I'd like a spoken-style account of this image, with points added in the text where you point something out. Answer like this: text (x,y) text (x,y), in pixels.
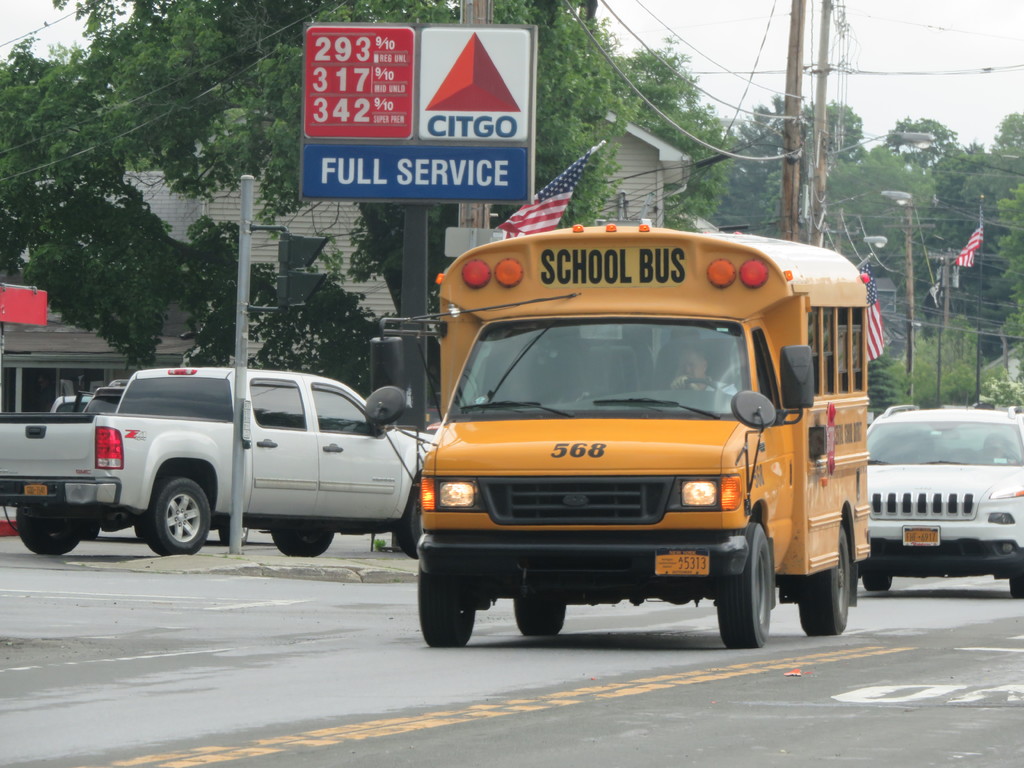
In this image we can see some vehicles (612,488) on the road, a person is driving a school bus (591,465), there is a sign board (449,150), we can see wires (743,73) and poles (826,174), there are some street lights (899,196) and traffic lights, buildings (264,257), and we can see the sky (722,98) and some trees (668,79).
